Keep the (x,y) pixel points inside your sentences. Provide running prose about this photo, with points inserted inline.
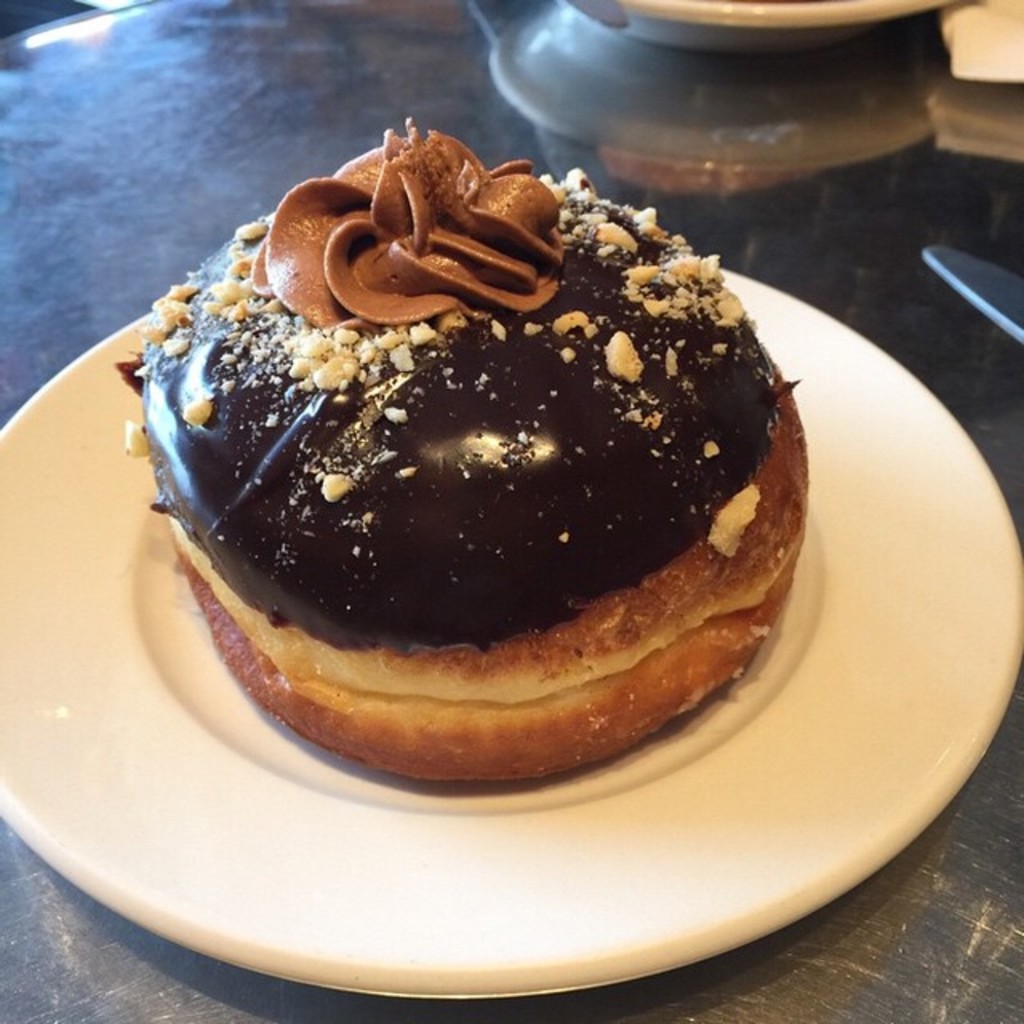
In this image I can see the black colored table (306,21) and on it I can see a white colored plate (895,758). On the plate (684,733) I can see a food item (548,676) which is cream (498,687), brown, and black in color. I can see few other objects (976,28) on the table (873,51).
